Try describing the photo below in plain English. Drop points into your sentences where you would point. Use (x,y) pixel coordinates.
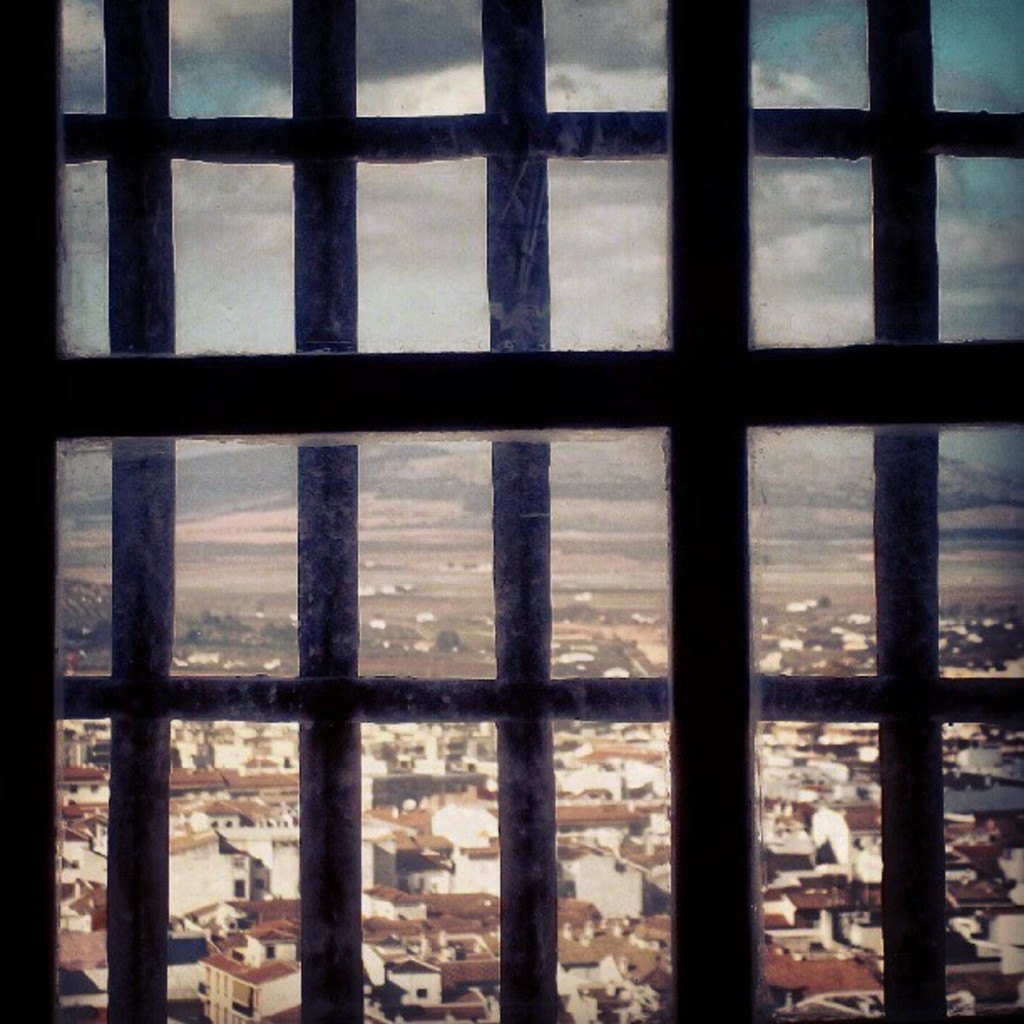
In the foreground of this picture (301,586) we can see the window (923,132) and through the window (327,738) we can see the houses (597,877), buildings (593,770), sky (592,194), trees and many other objects (961,578).
